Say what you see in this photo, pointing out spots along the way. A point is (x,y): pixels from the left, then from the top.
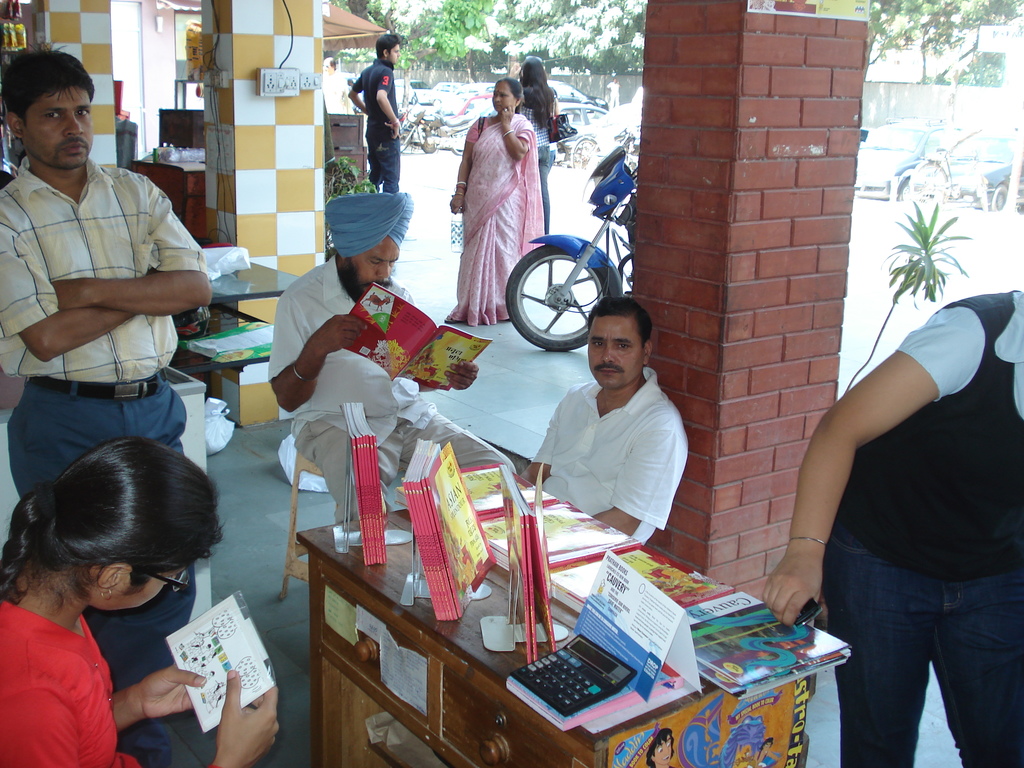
In this picture there is a desk (366,566) in the center of the image (466,510), on which there are books (458,549) and a calculator (563,662), there are people (368,270) around the desk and there are vehicles (592,135), trees (531,7), and other people (384,46) in the background area of the image (495,127), there is a pillar (840,215) in the image.
